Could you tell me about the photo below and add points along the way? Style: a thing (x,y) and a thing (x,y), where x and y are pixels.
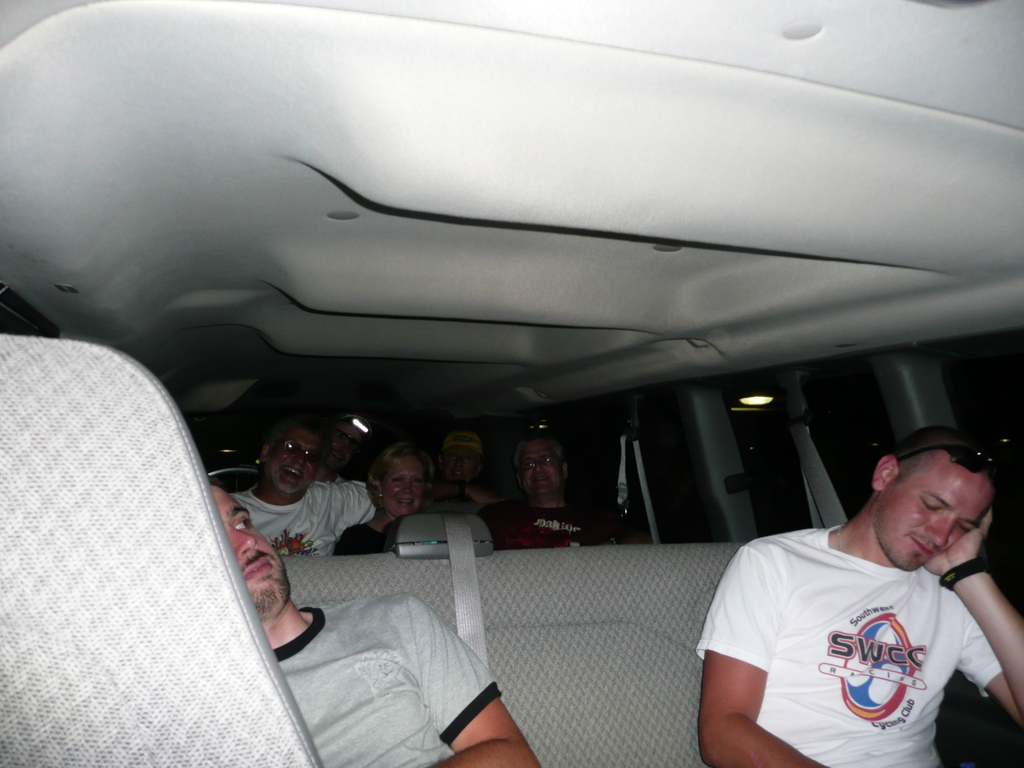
This image is taken inside a vehicle (406,531) where the persons (356,513) are sitting on the seat (512,657). The person (889,660) in the front (889,619) is seen sleeping at the right side (885,596). And the background (324,490) the persons (367,500) are seen having smile on their faces (397,469).
